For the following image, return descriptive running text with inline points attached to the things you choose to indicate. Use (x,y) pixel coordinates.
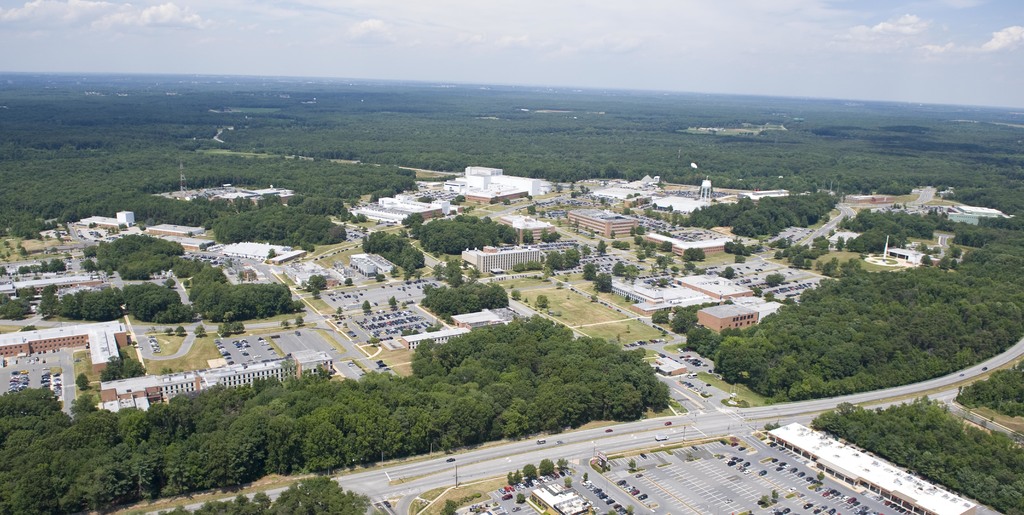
In this picture we can see few buildings (717,294), trees (817,326), poles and vehicles (606,430), and also we can find a tower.
